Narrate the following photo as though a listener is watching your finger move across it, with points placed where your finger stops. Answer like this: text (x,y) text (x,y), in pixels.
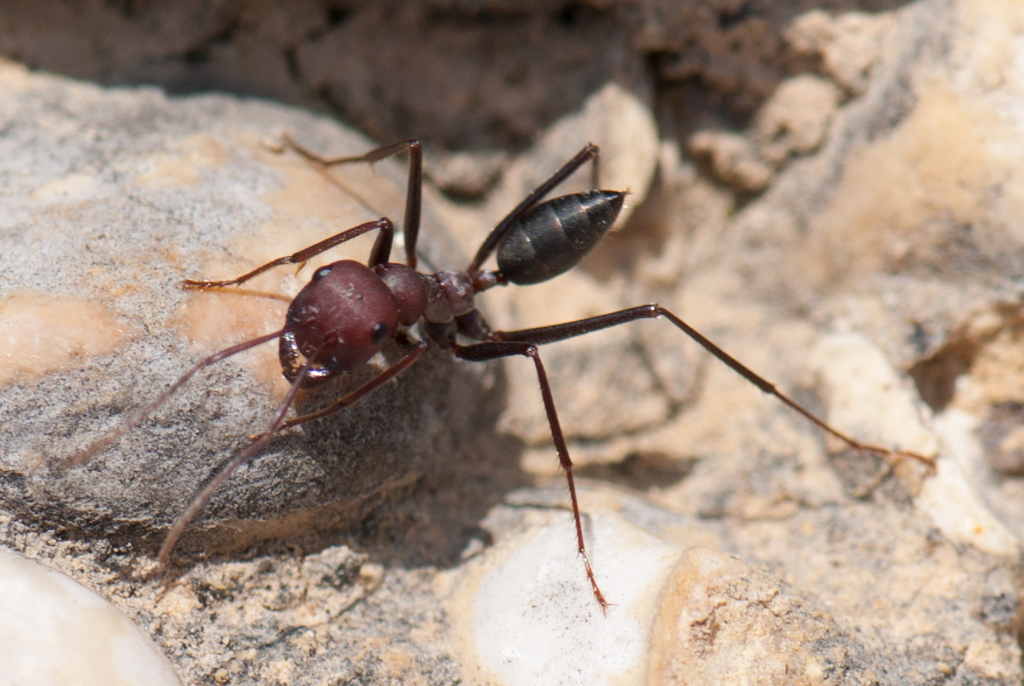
In this picture we can see an ant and in the background (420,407) we can see few stones (389,454).
